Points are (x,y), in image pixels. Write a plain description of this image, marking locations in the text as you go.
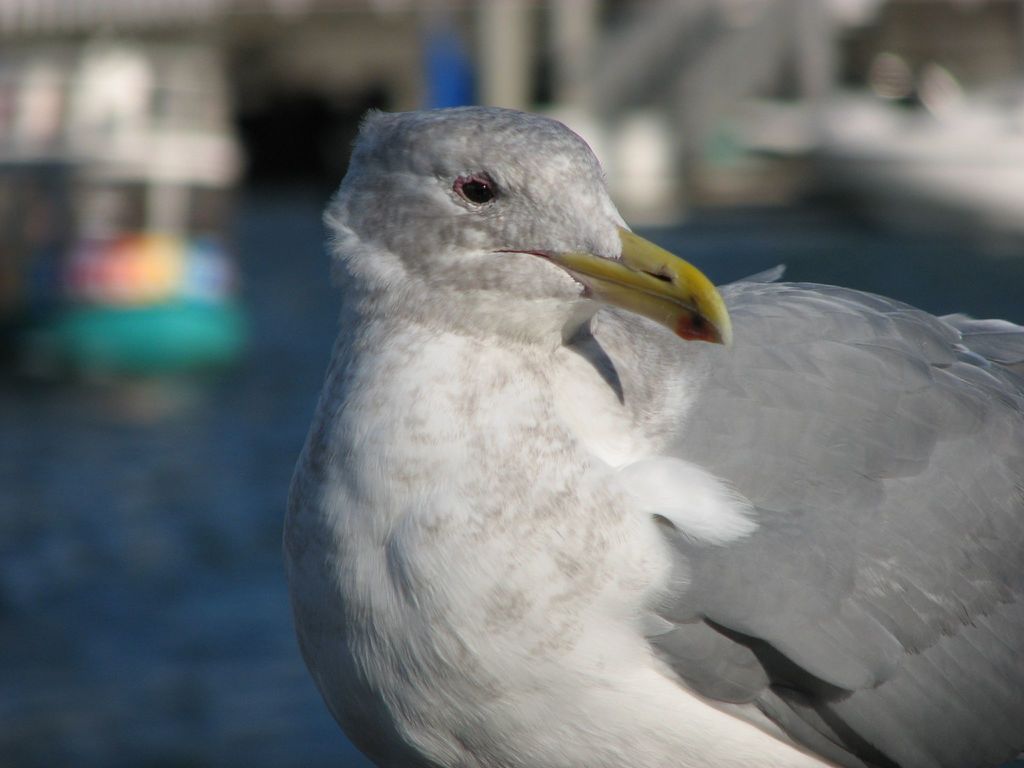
In this image there is a gull (547,502) in the middle (531,489). The colour of the gull (626,504) is white.
